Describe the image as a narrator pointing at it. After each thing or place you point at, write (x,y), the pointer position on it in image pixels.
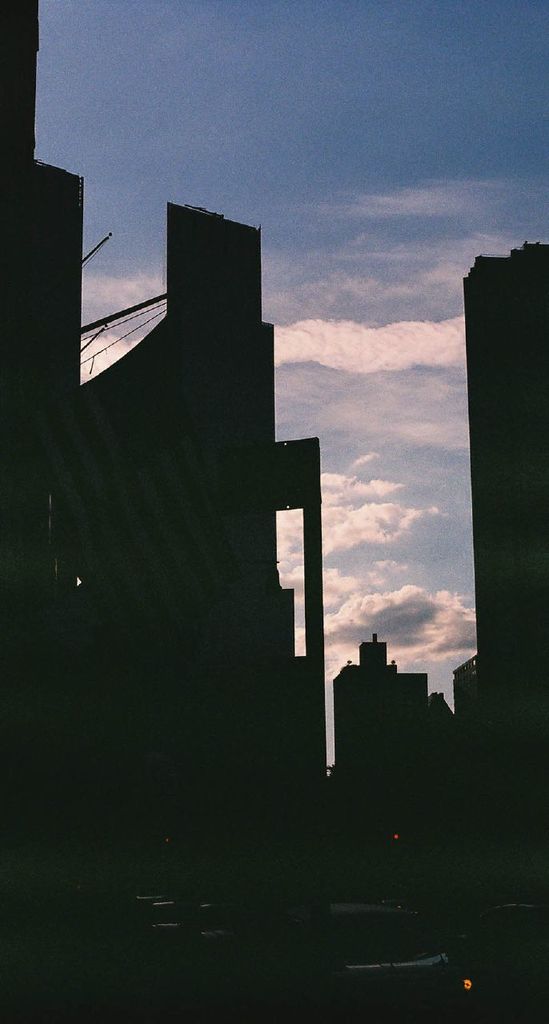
In this picture I can see buildings (222,600) and the sky (363,363) in the background (350,367).
